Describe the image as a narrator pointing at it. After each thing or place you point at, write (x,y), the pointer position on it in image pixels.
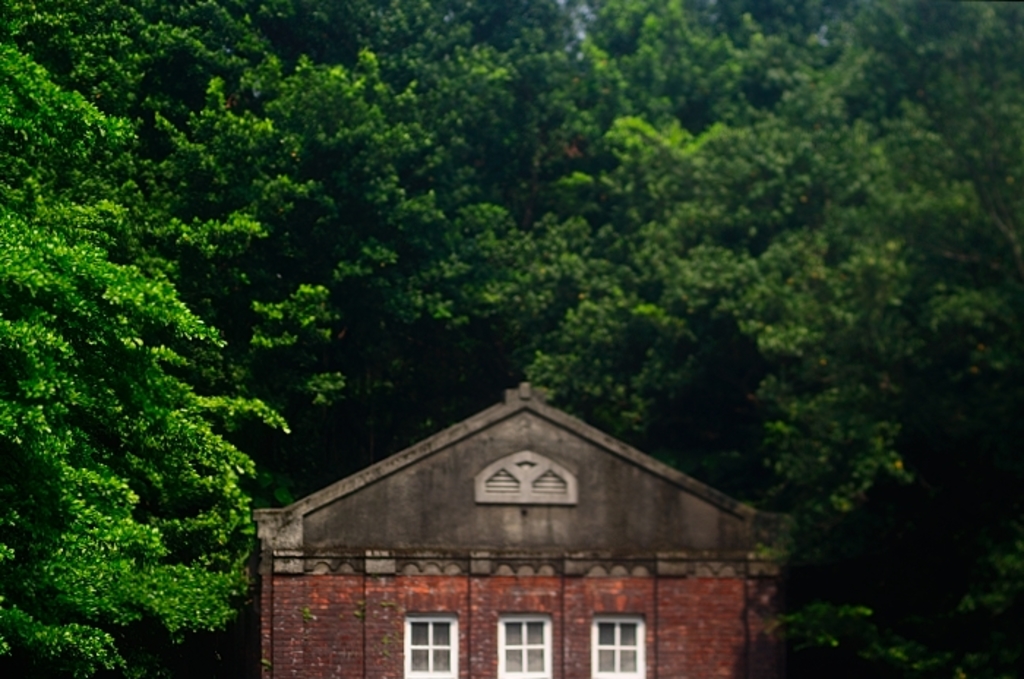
In this image there is a house (461,642) having windows (610,658). Background (172,208) there are trees (344,316).
